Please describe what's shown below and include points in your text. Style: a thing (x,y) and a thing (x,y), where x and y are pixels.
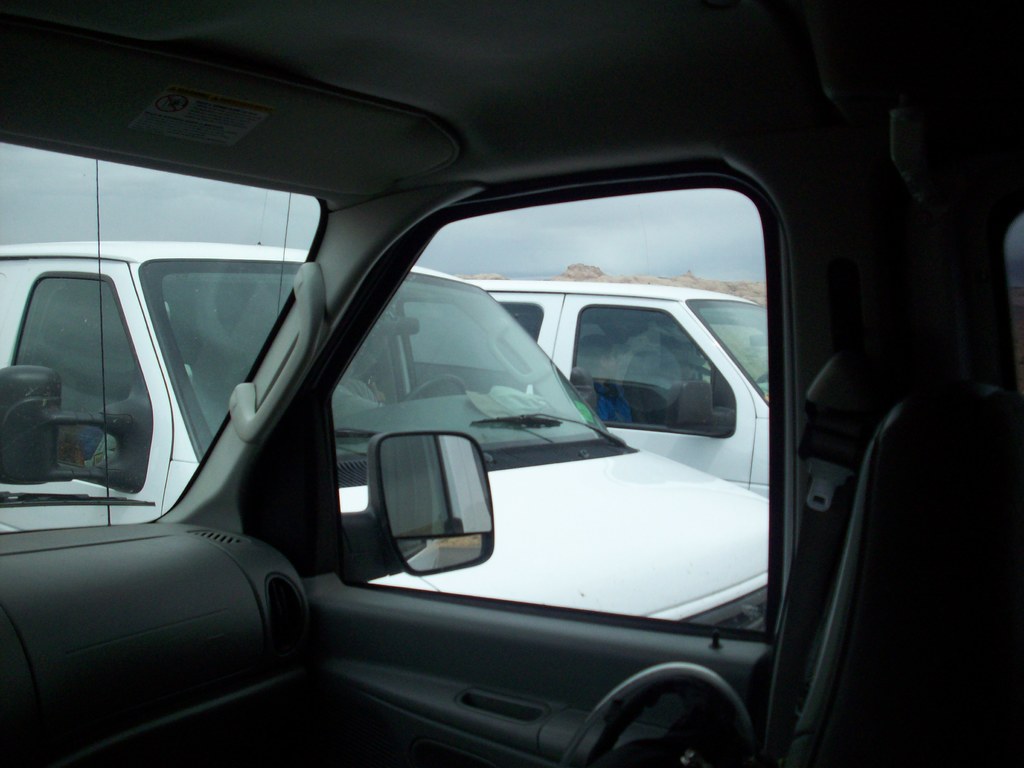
In this image I can see there is an interior (480,745) of a vehicle (930,512) visible and there is a window (582,239), there are two cars (509,390) visible from the window (415,390) and the windshield (212,345). The sky (270,239) is cloudy.
